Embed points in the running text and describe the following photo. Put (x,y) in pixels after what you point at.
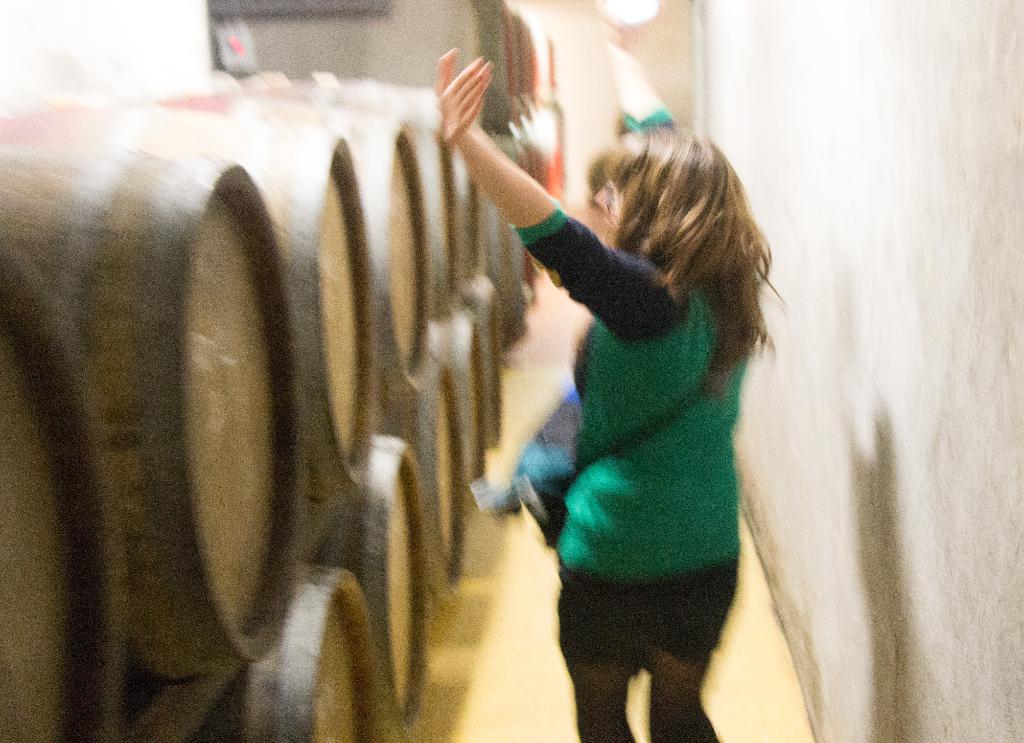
On the right side (696,324), there is a woman (696,294) in green color T-shirt (696,437), showing a hand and walking on the floor (542,687). Beside her, there is a shadow (912,710) of her on the wall (859,475). On the left side (167,511), there are some objects (315,277) arranged. And the background (63,12) is blurred.
